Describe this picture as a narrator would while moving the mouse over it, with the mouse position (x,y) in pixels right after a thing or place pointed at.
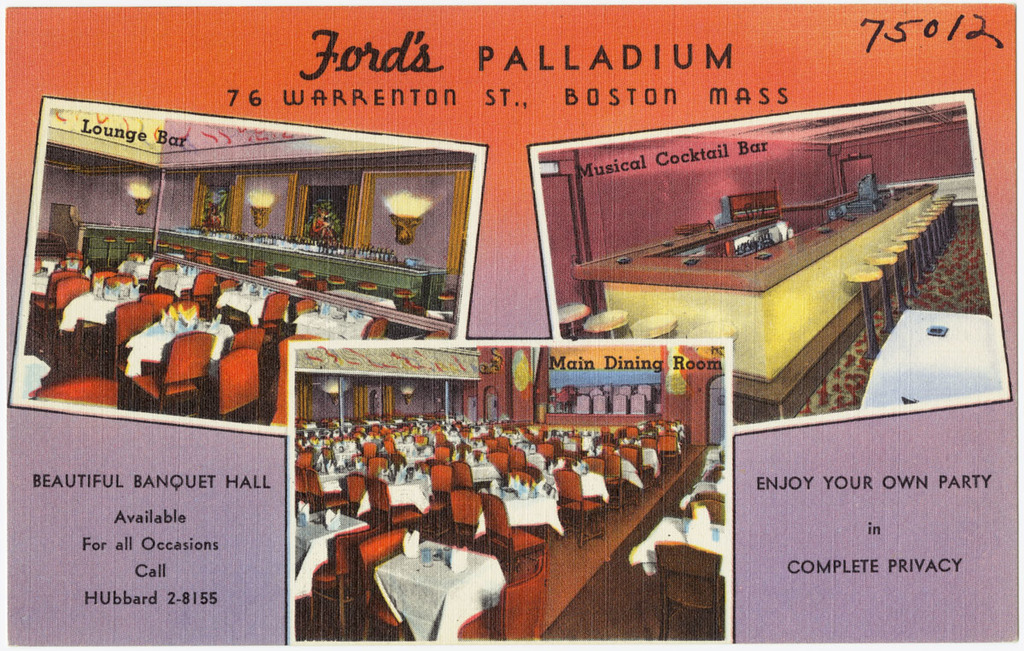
This image consists of a poster (591,209). On this poster (372,59), I can see some text (189,592) and few images (107,266) which consist of inside view.
